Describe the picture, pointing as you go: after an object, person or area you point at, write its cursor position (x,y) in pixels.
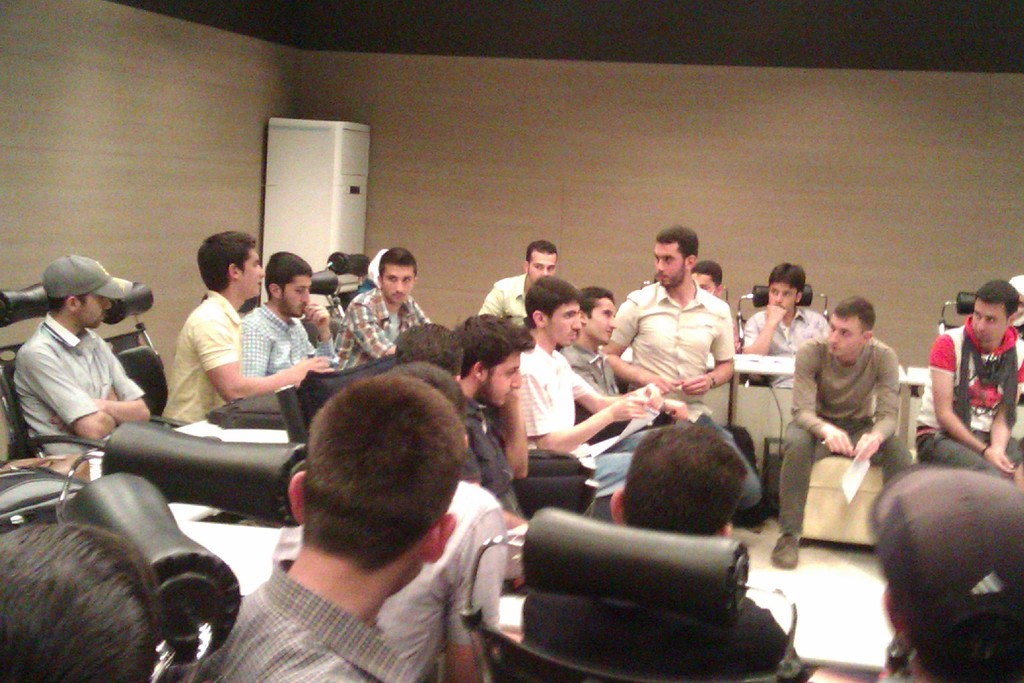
In this image we can see people (496,462) sitting on chairs (41,445). In the background of the image (606,192) there is wall (160,105). At the top of the image (543,55) there is ceiling (509,16). There is a white color electronic object (293,185).
